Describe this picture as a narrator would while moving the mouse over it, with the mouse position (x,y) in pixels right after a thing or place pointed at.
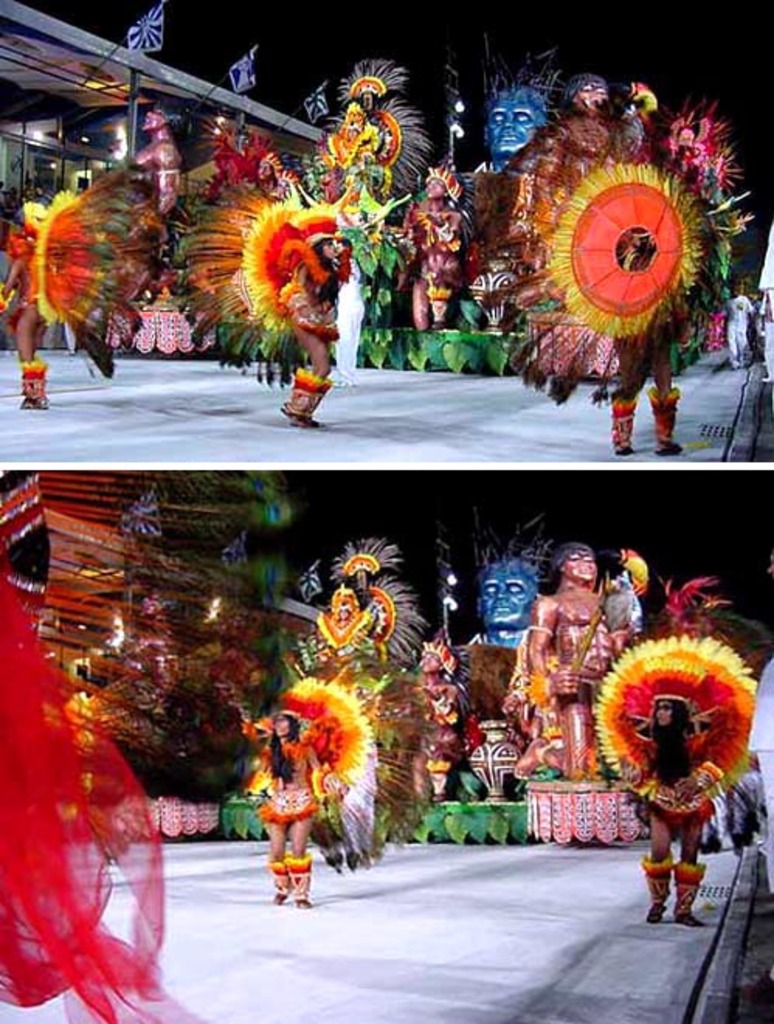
This is a collage picture of persons (404,815) performing, statue (447,662) and building (308,611).
